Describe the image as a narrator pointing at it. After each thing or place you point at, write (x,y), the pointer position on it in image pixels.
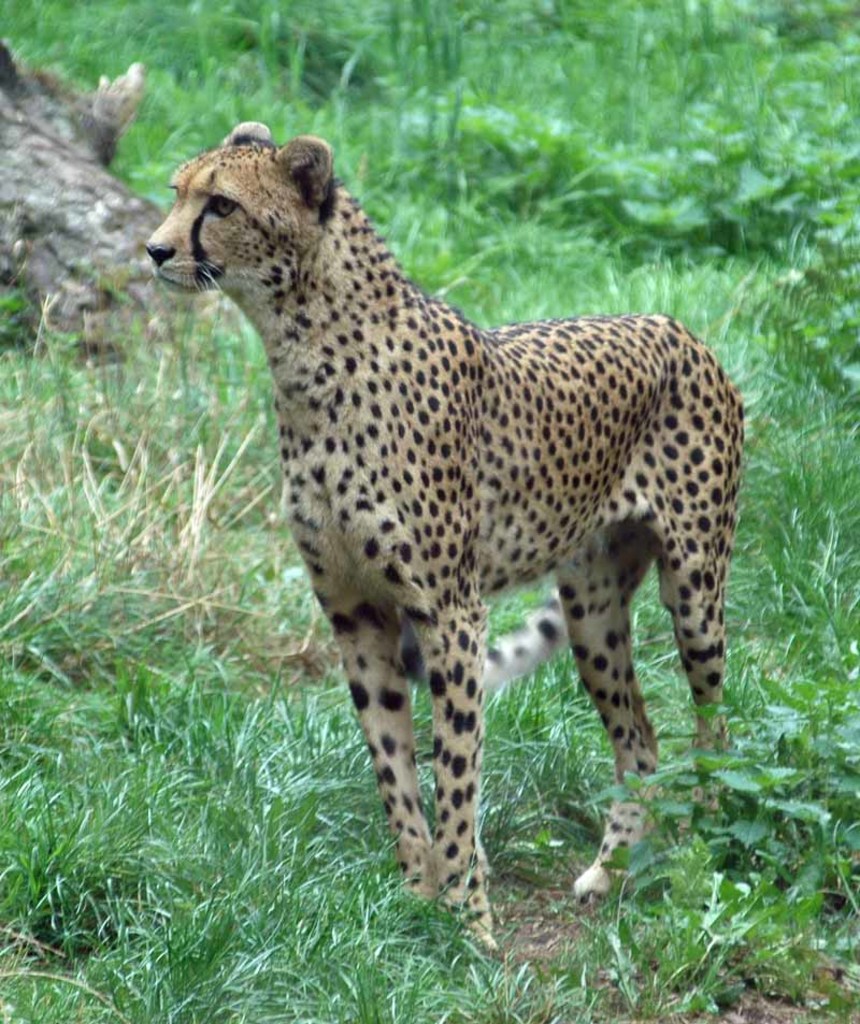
In this image I can see an animal (294,173) which is in black and brown color. Background (547,205) I can see plants (500,205) and grass (502,260) in green color.
